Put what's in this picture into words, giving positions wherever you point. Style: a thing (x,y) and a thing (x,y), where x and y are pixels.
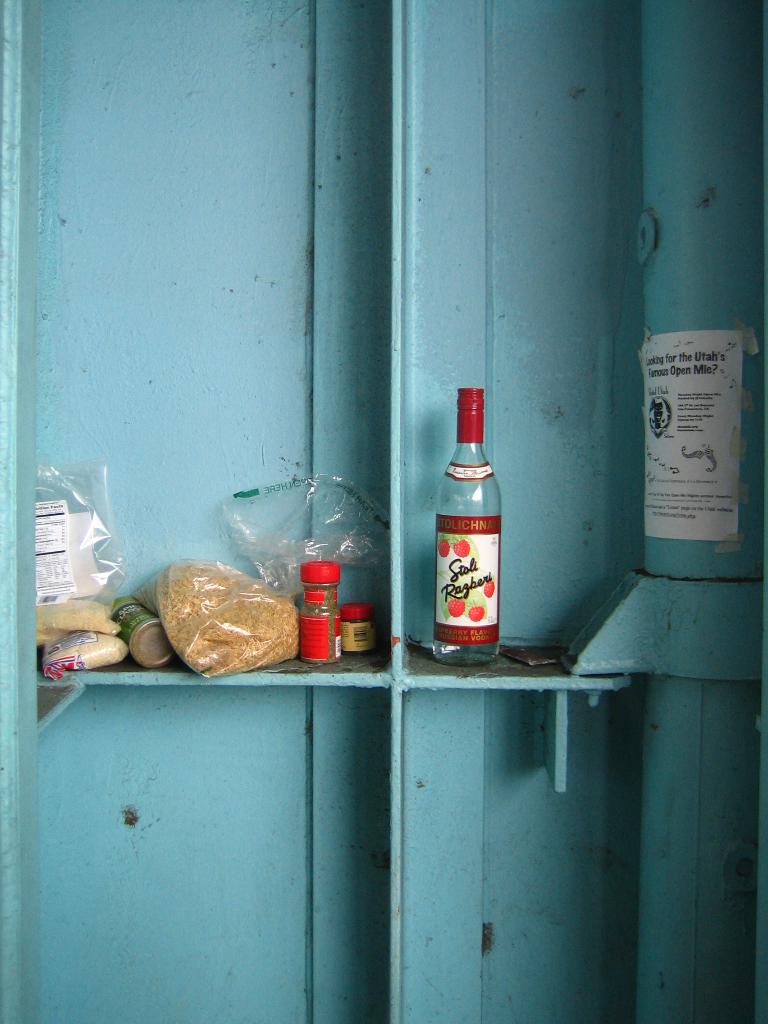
Here we can see a bottle (487,594) at the right side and at the left side (208,656) we can see a plastic cover (284,619) with some food (214,628) and a plastic jar (325,605) with something in it
